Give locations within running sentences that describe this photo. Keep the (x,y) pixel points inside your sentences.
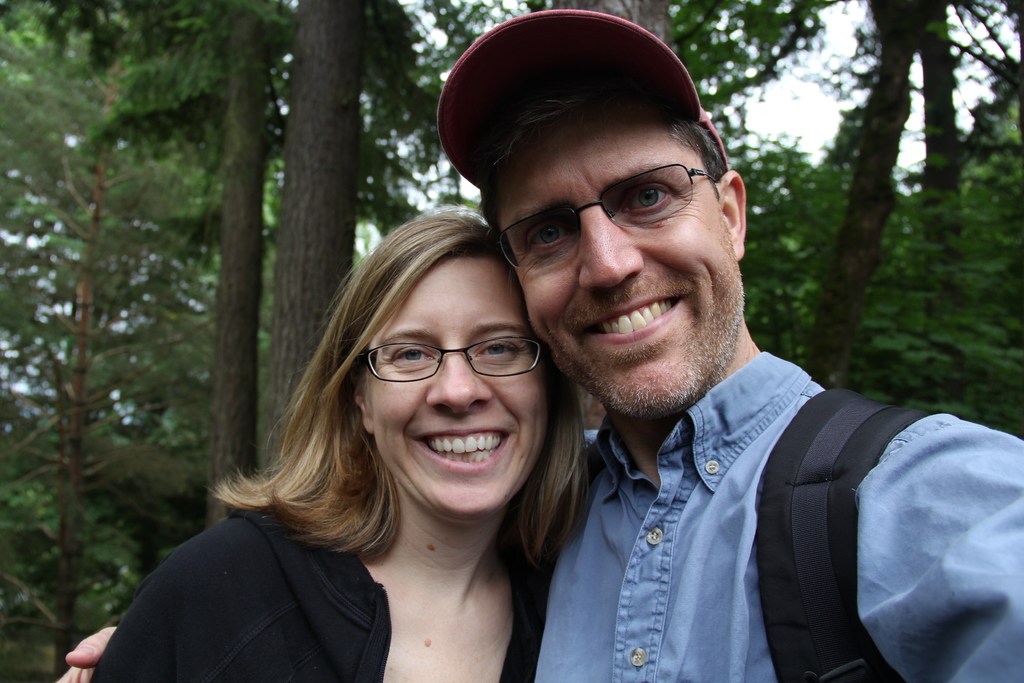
In this image there is a woman (247,496) wearing spectacles (412,376). Beside her there is a person (630,624) wearing blue shirt (684,540). He is wearing cap (635,32) and spectacles (579,214). He is carrying a bag (831,503). Behind them there are few trees (468,10).
